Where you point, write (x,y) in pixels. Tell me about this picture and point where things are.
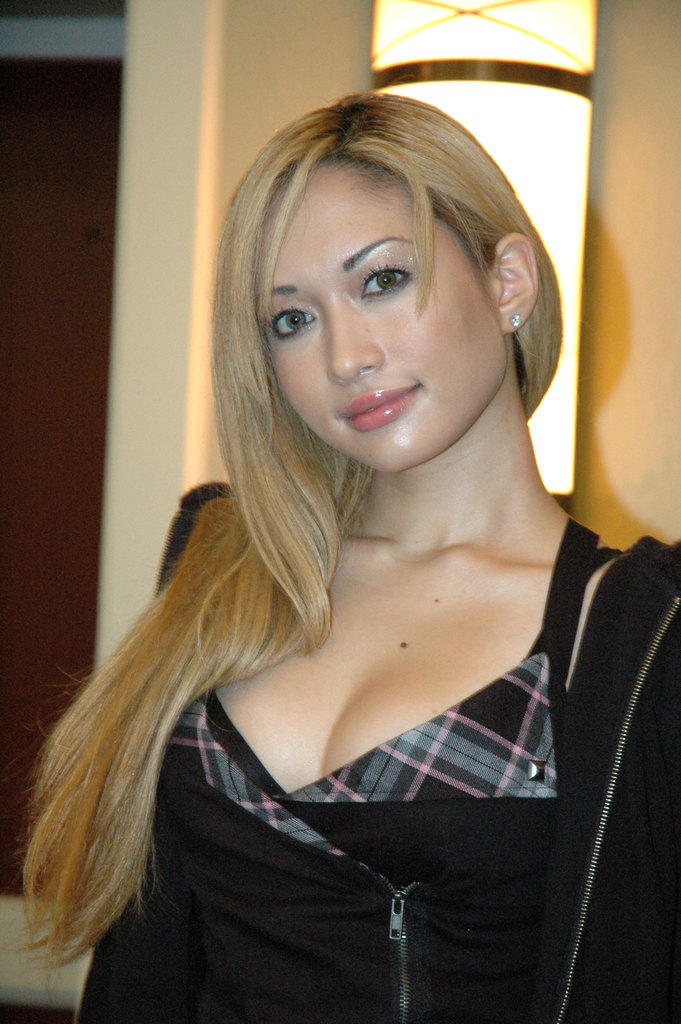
In this picture we can see a woman (387,437), she is smiling, behind her we can see a light (496,134).
